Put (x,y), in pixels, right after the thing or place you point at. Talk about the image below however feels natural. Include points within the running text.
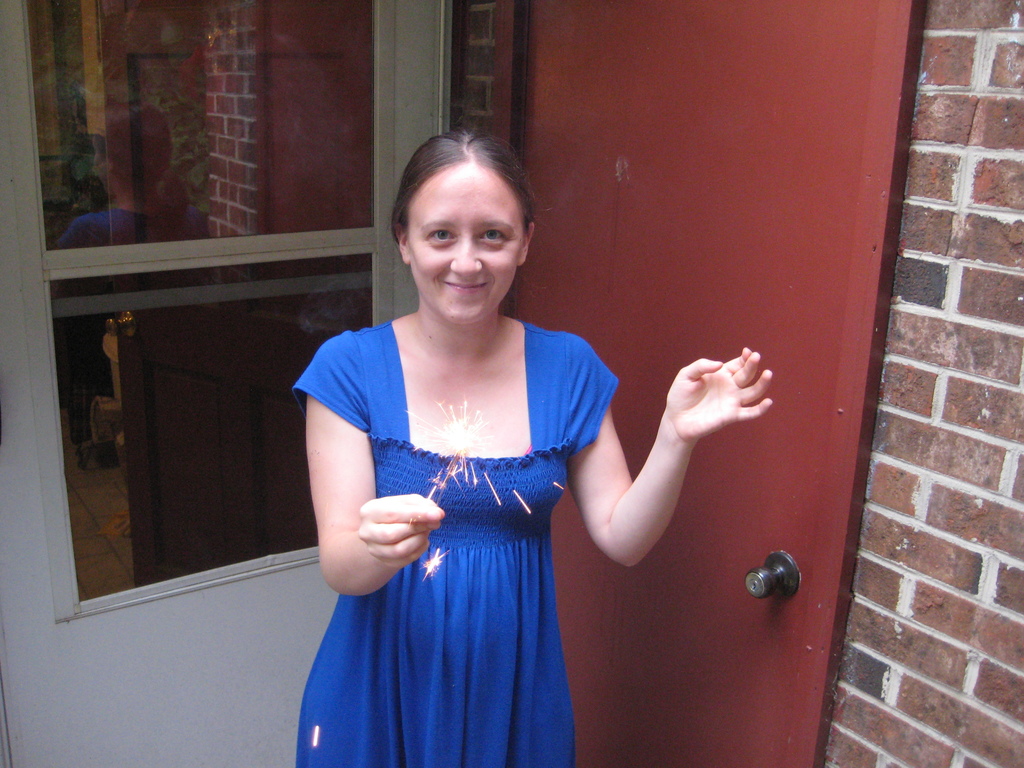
This image is clicked outside a building (592,586). There is a woman (616,523) in the middle (520,391). She is wearing blue color dress (438,609). She is holding crackers (453,484). There is a door (635,601) on the right side (688,520). There is a window (51,300) behind her.
